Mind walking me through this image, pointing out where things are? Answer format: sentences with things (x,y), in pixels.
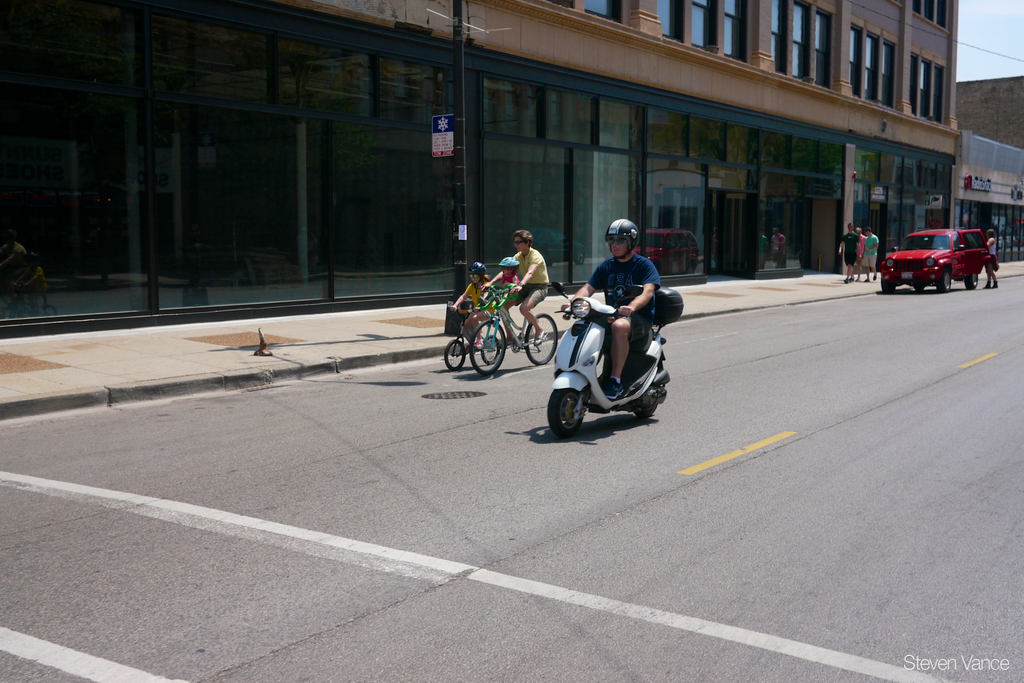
In this picture we can see a car (891,266), man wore a helmet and riding a motorbike (656,321), two people (526,308) riding bicycles (491,320) on the road (562,469), some people (872,238) walking on a footpath (737,300), buildings (749,123) with windows (536,132), sign boards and in the background (967,29) we can see the sky (985,72).
